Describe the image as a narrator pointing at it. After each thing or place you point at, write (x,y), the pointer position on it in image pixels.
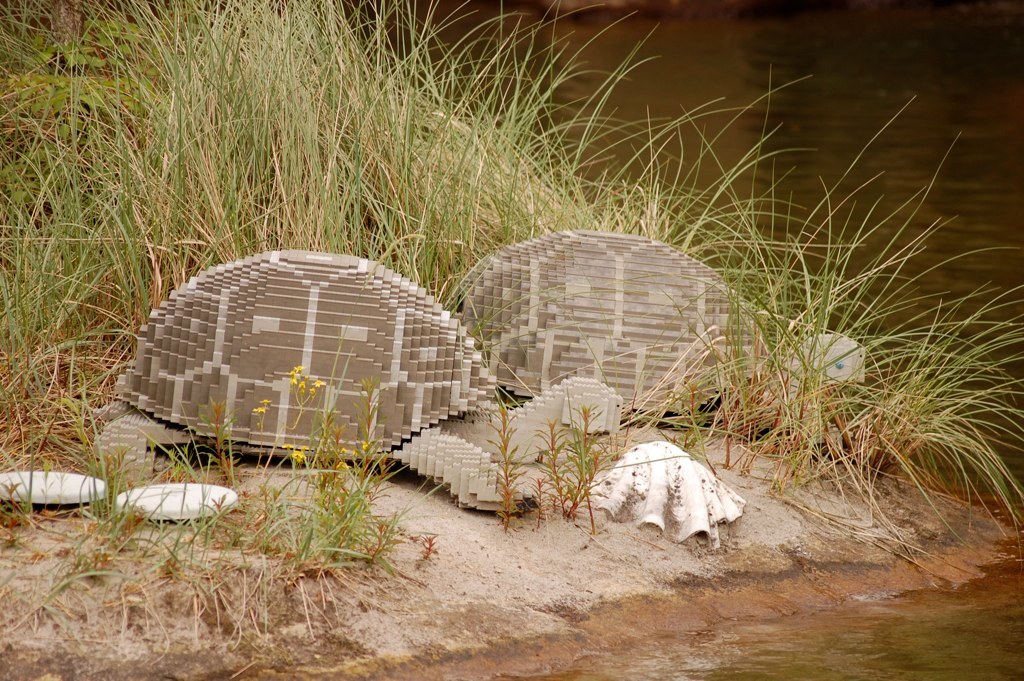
In this picture we can see the grass (217,248), shell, tortoise toys (603,303) and some objects (77,479) on the ground (399,465) and in the background (736,52) we can see the water (748,89).
